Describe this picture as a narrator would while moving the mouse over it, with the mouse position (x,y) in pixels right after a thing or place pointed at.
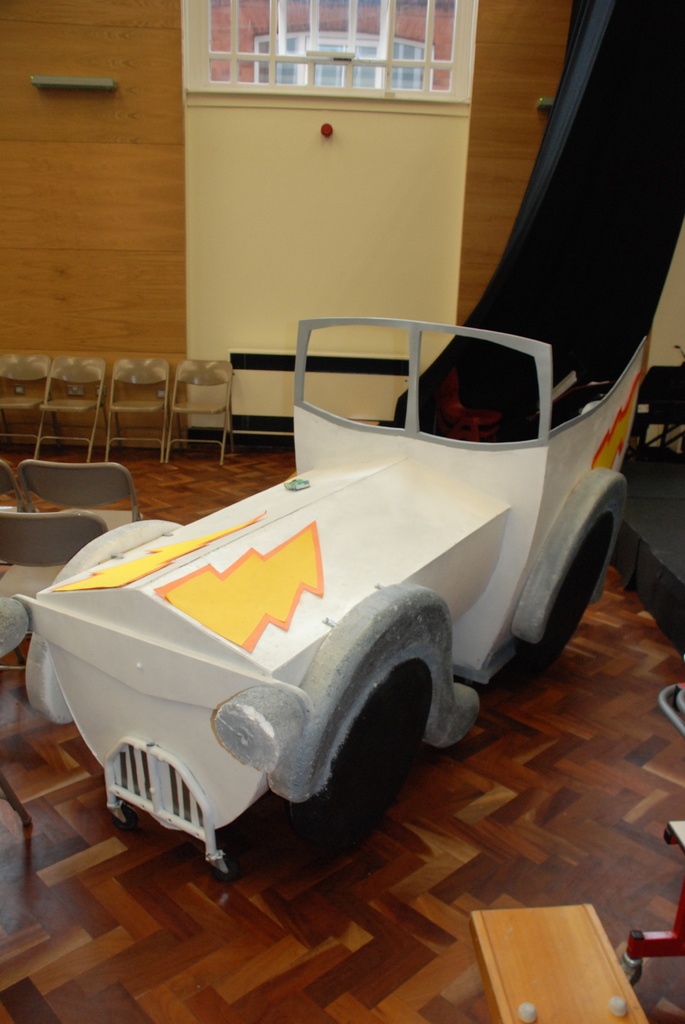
In this image I can see a toy (2,626) and few chairs (150,375).
